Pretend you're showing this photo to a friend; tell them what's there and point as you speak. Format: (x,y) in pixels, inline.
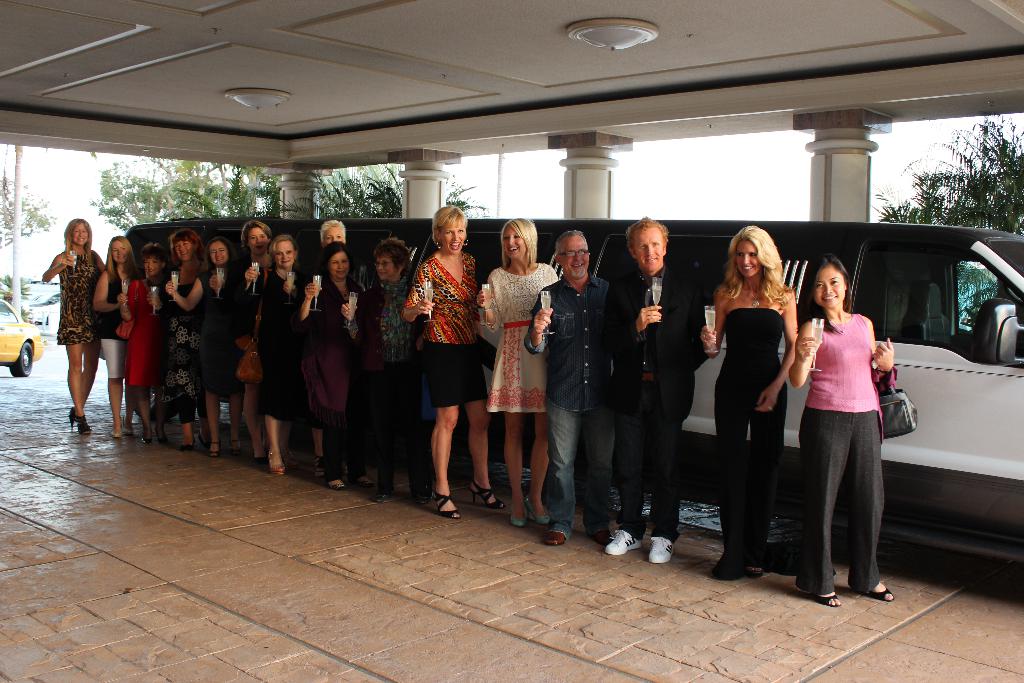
At the top (317,30) we can see the ceiling (985,92). In this picture we can see the pillars (581,209), trees (231,196), poles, vehicles (893,262). We can see the people (859,364) standing, holding glasses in their hands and all are smiling. At the bottom portion of the picture (438,580) we can see the floor (440,628).
